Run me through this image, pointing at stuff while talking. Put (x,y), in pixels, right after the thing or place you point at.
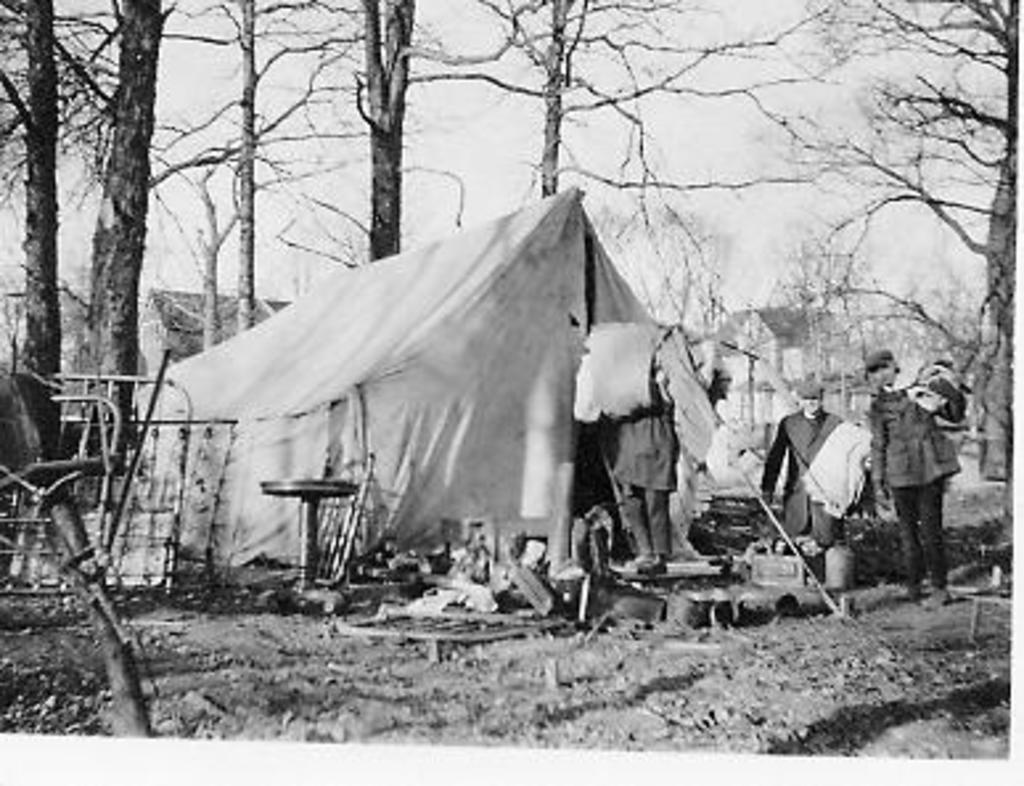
This picture consists of tent (541,314) and in front (443,607) tent (548,405) I can see three persons (827,449) and some objects (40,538) kept on floor (469,678), in the middle (652,306) I can see trees (934,209) and the sky (839,209) visible, on the left side (9,392) I can see a wooden object (128,569).
